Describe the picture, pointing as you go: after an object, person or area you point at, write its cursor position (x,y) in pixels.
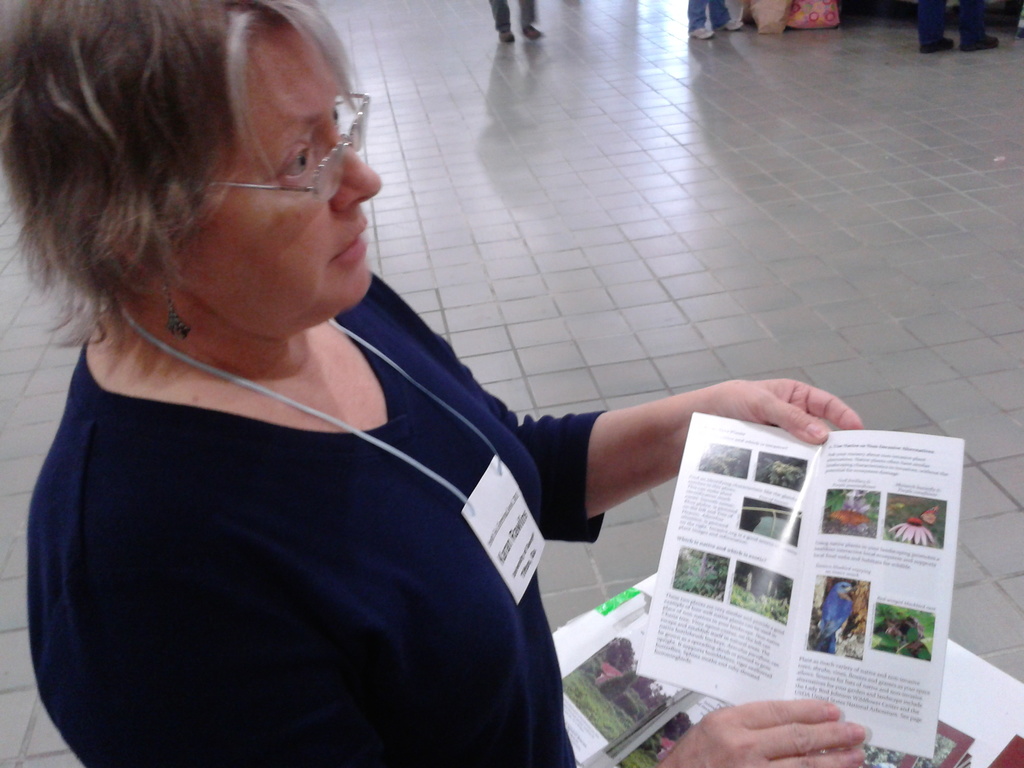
In this image I can see a woman (257,458) wearing blue colored dress (211,630) and white colored badge (523,532) is standing on the floor (649,281) and holding a papers (829,494) in her hand (802,705). In the background (641,140) I can see the floor (684,227) and few persons legs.
